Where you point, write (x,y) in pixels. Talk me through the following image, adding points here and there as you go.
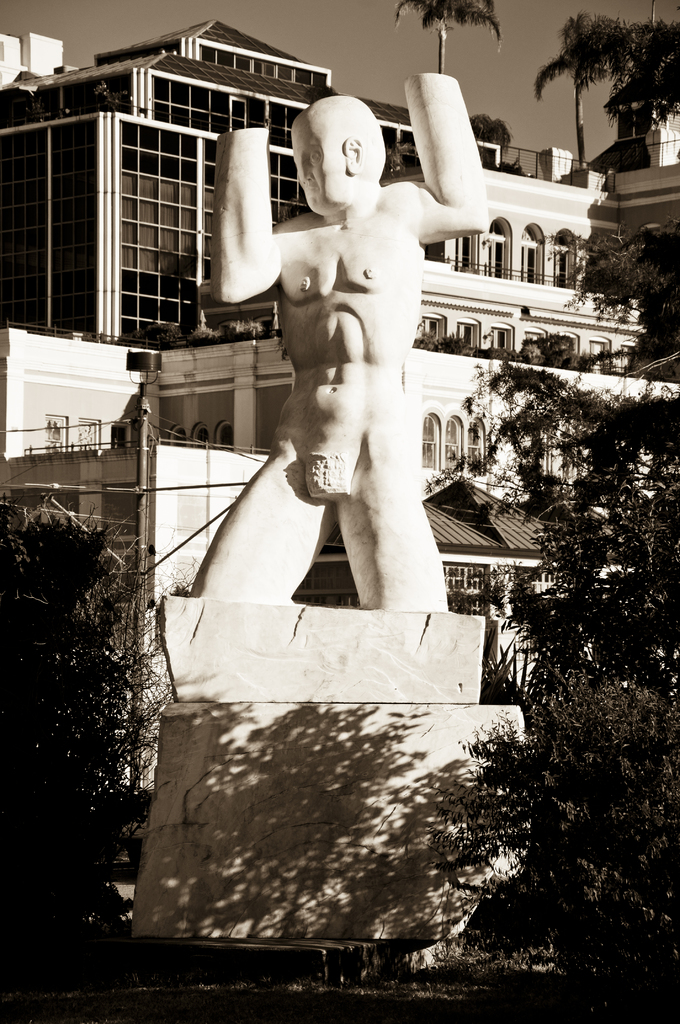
In this image we can see a sculpture (340,232), there are the trees (489,787), there is the building (172,85), there it is black and white, at above here is the sky (322,47).
